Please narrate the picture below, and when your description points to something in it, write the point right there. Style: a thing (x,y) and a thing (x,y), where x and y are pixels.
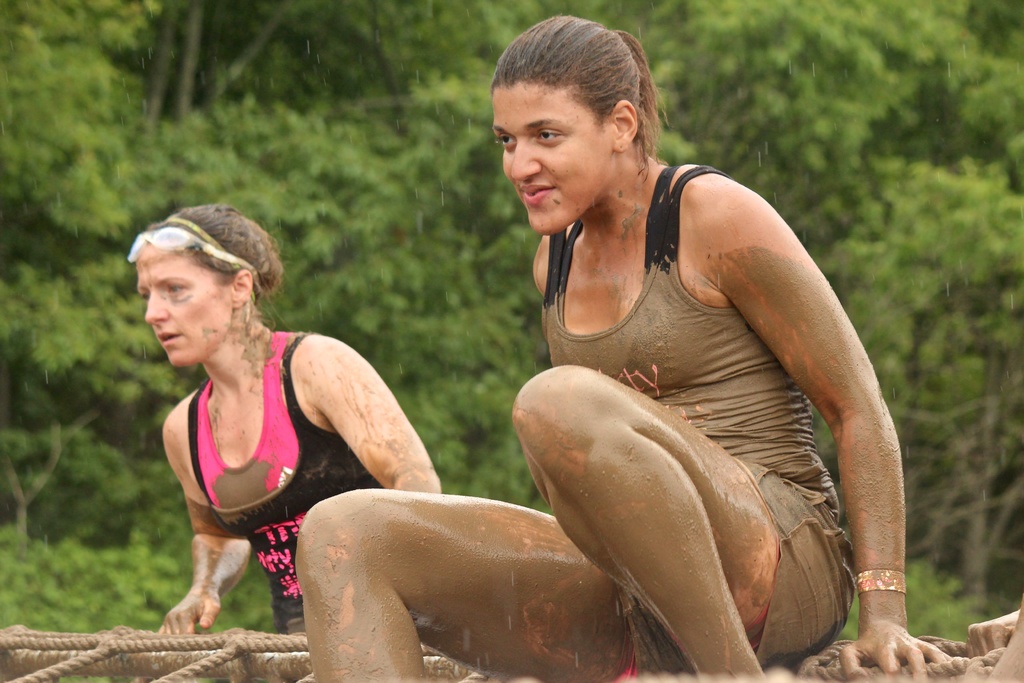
This picture shows couple of women (377,447). we see trees (161,89) a woman (169,268) wore goggles (154,240) on her head (172,259) and we see ropes (108,642) and mud (654,588) on the body (833,303).
